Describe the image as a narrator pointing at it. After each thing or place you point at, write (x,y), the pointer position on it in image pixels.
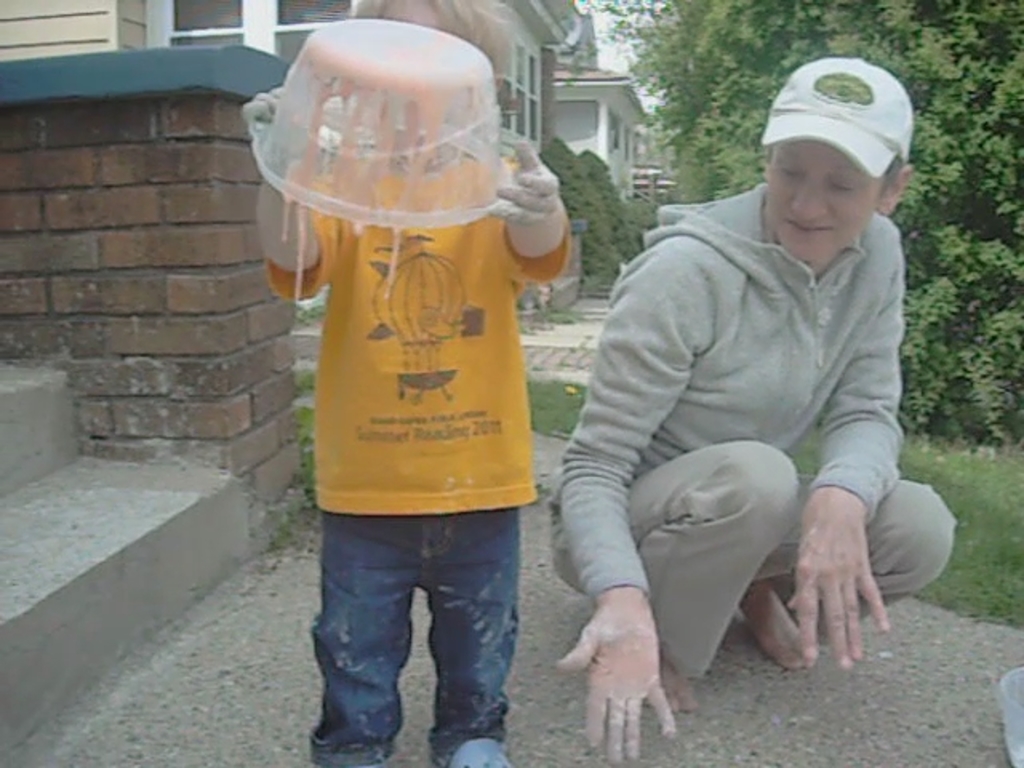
In this picture we can see a persons (482,609) among them one person (446,401) is holding tub (414,183), behind we can see houses (540,149), buildings (516,43), grass (965,510) and stair cases (80,510).
